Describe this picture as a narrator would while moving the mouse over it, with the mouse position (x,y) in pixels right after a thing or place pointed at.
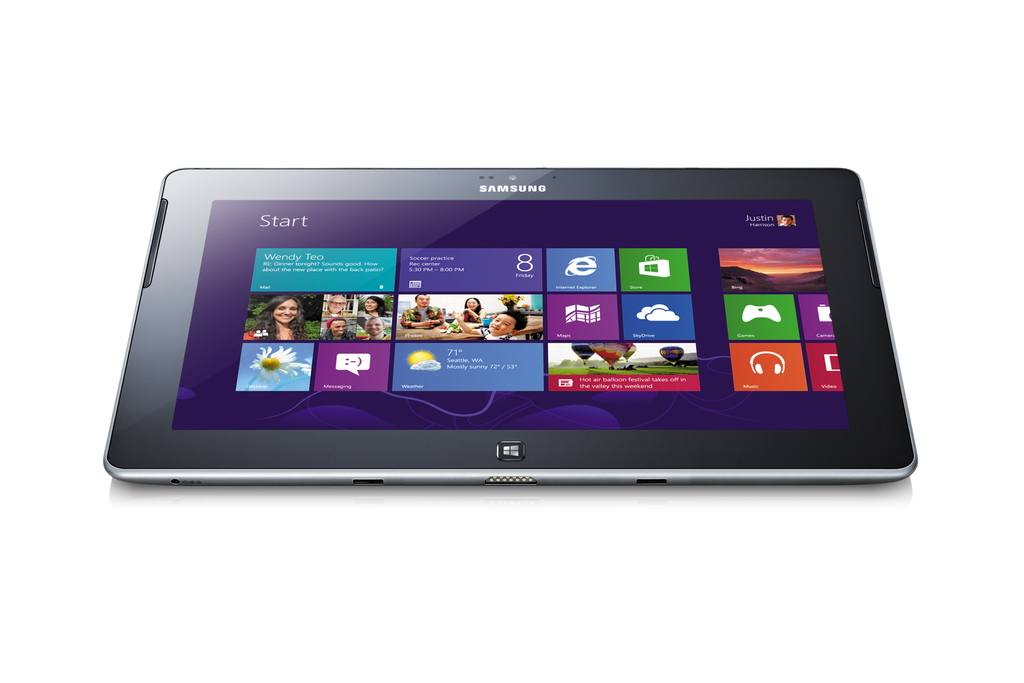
In this image, I can see a Samsung tablet (453,347). There is a white background (37,400).
